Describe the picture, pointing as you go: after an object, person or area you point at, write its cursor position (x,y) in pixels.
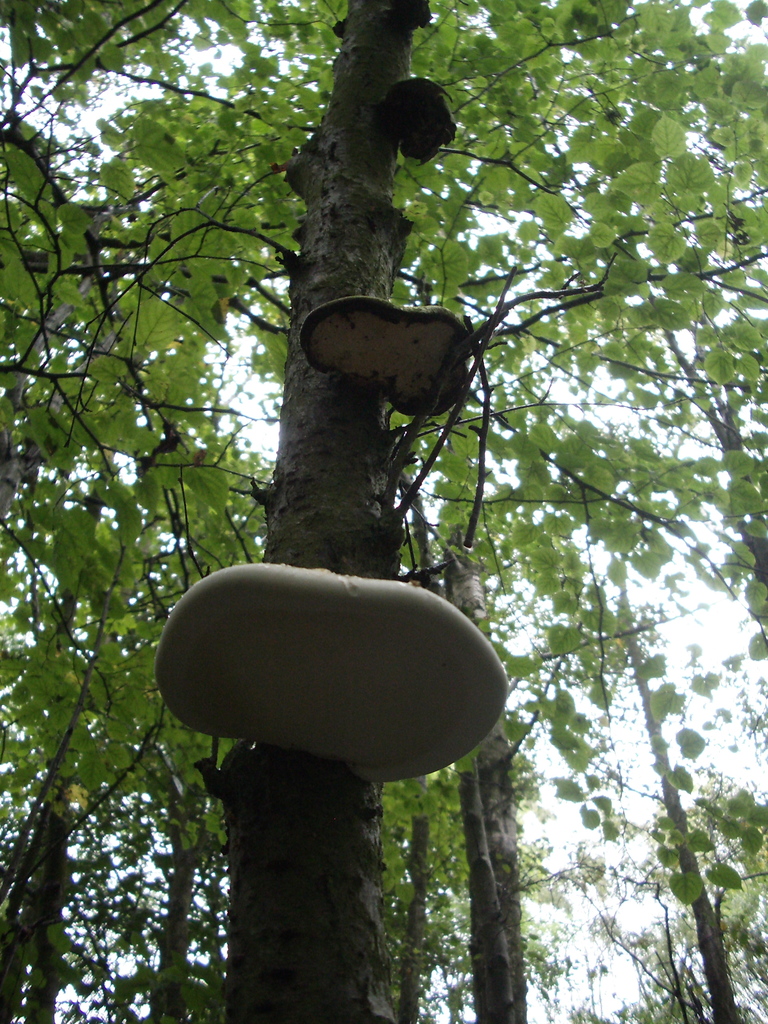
In this image we can see there are trees (679,843) and sky (557,843).
